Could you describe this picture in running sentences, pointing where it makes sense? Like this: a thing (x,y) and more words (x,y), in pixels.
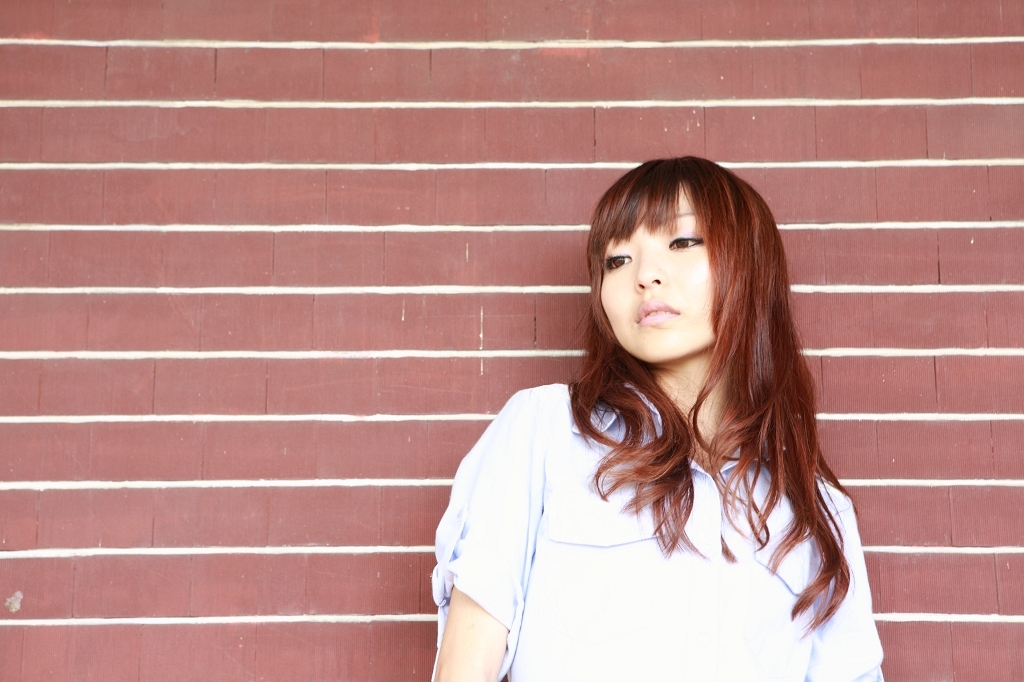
In this image there is a woman (541,387) wearing a shirt (603,572). Behind her there is a wall (368,306).
